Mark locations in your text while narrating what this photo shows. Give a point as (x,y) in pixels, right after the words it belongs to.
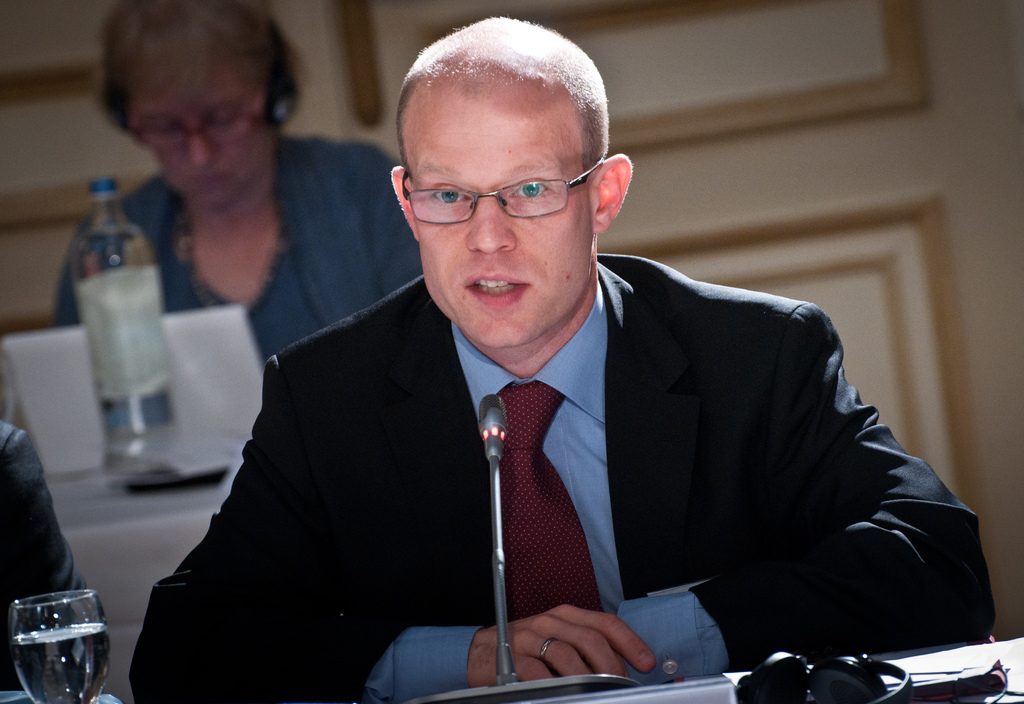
There is a man (589,281). He is sitting and talking in front of the mic (491,427). He is wearing a suit (615,356), shirt (590,397) and tie (536,518). There is a glass (93,628) filled with water (67,658) on the table (639,700). There is a headset (869,670) on the table (956,655). In the background (296,276), there is women (219,74). She is sitting and working with the laptop (204,424). In the left hand side (44,490), there is a man (35,454).
